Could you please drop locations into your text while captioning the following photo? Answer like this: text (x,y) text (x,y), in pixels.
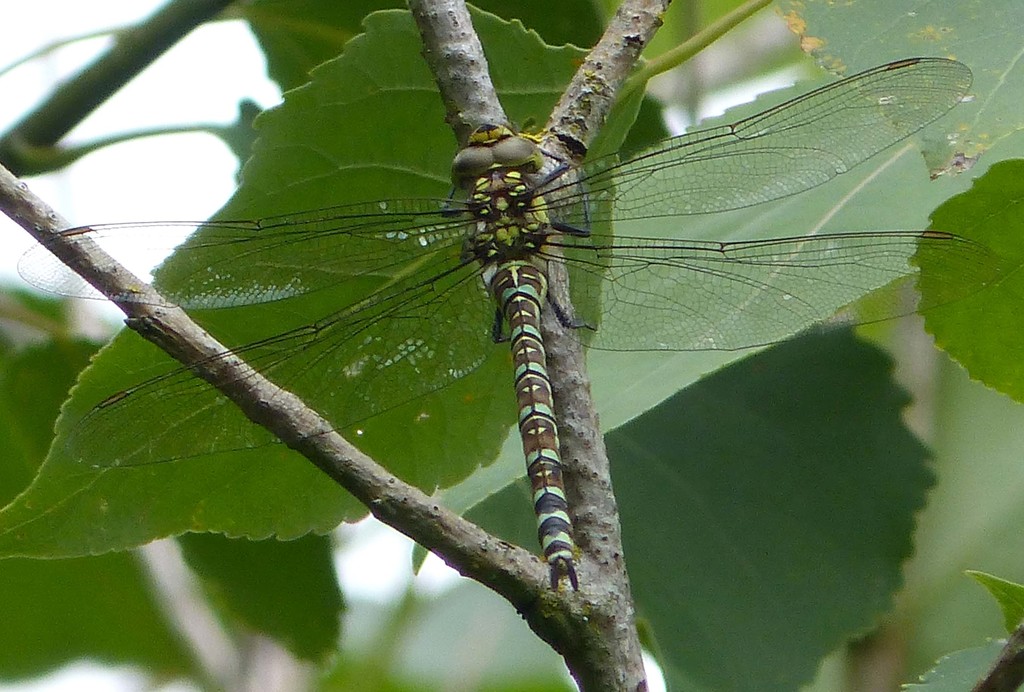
In this image we can see a dragonfly (387,356) on the stem (574,163) of a plant (526,501). In the background (297,637) there are leaves (112,552) and sky (2,218).
